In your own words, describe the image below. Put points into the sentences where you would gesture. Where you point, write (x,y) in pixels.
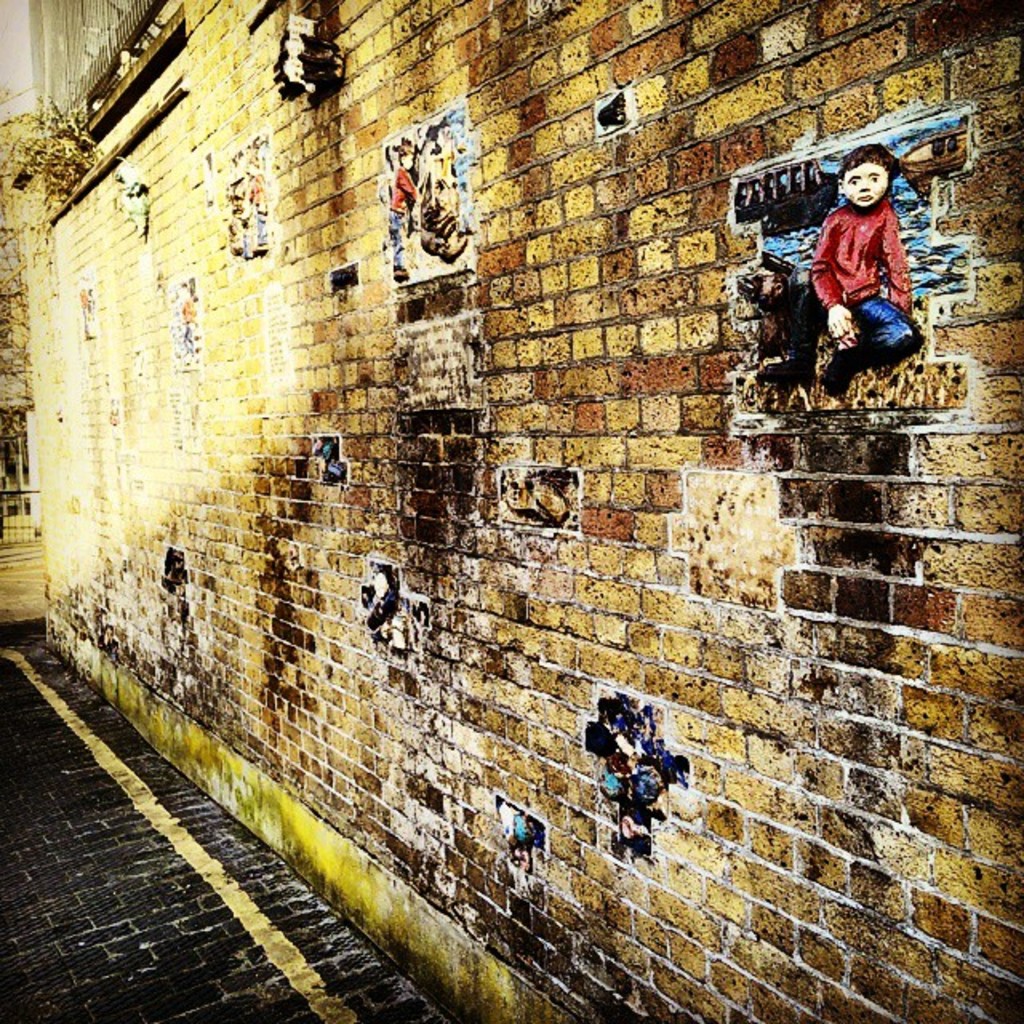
In this picture we can see the ground (235,936), beside this ground (252,919) we can see posters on the wall (801,636).
